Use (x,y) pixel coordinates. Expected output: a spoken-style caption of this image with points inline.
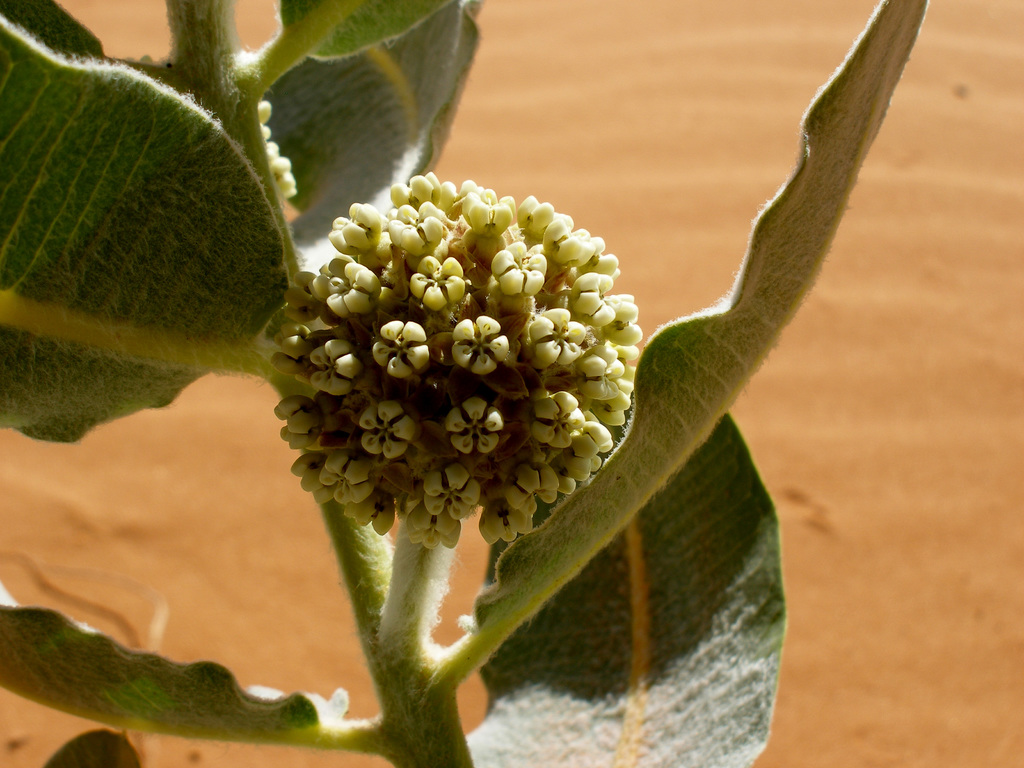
In this image there is a plant (415,423) with the flower (410,343), and there is a brown background (519,70).
